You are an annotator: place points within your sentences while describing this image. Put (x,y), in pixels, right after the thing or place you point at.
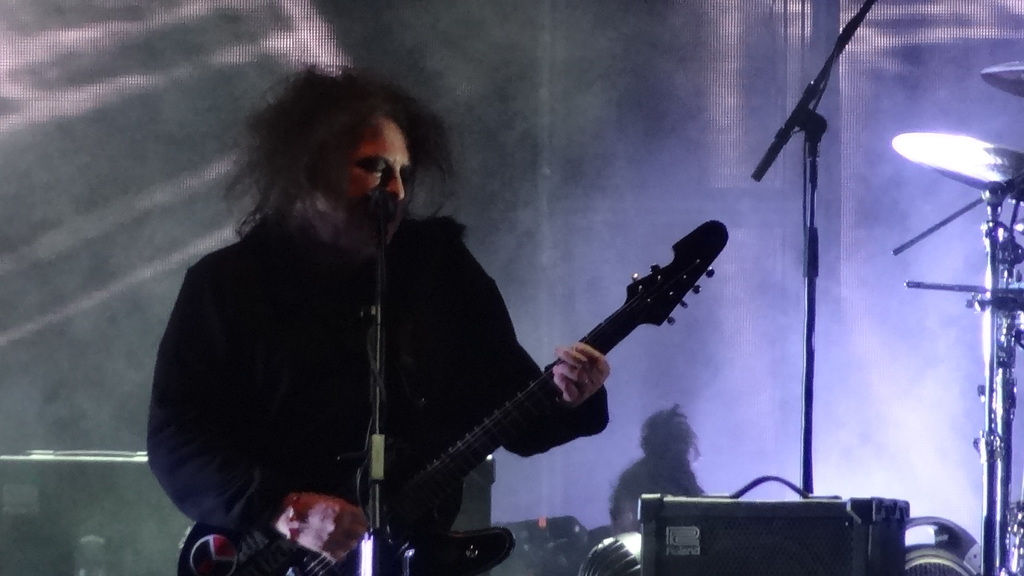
This picture shows a man (181,486) playing a guitar (712,231) with the help of a microphone (378,189) in front of him.
